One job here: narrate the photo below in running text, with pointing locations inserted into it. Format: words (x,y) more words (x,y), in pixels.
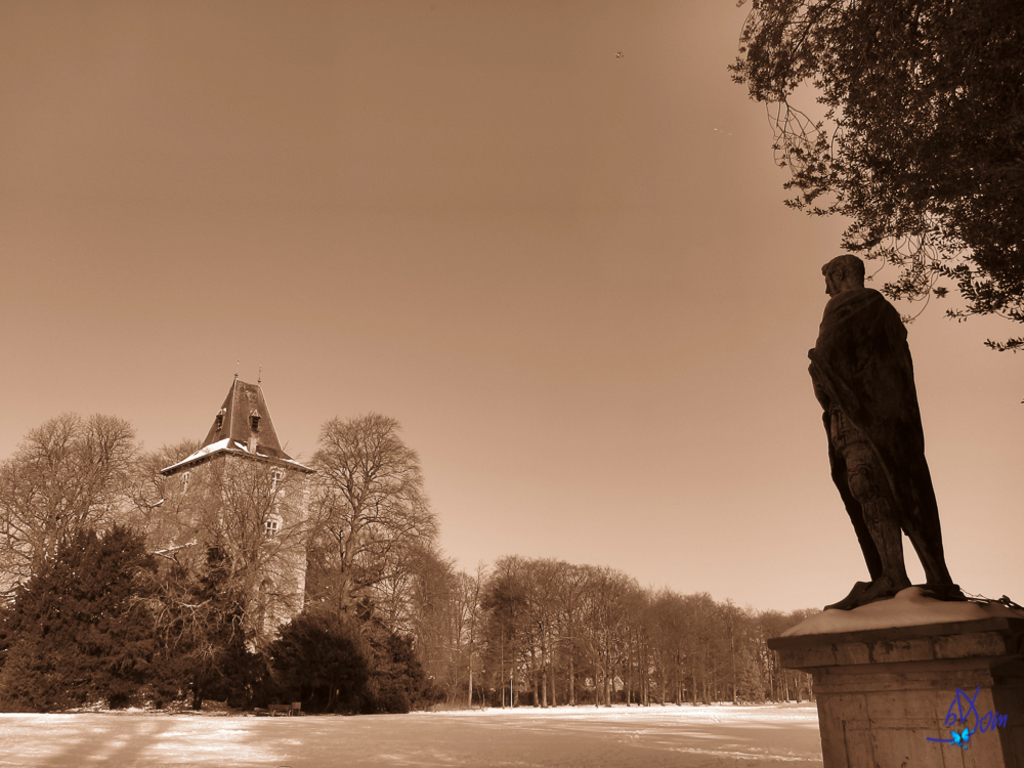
In this image, we can see a building (258,382) and a statue (848,511). We can see some plants (410,631) and trees (25,473). We can also see the ground (255,746) and the sky (544,541). We can also see some text (956,718) on the bottom right corner (955,706).
